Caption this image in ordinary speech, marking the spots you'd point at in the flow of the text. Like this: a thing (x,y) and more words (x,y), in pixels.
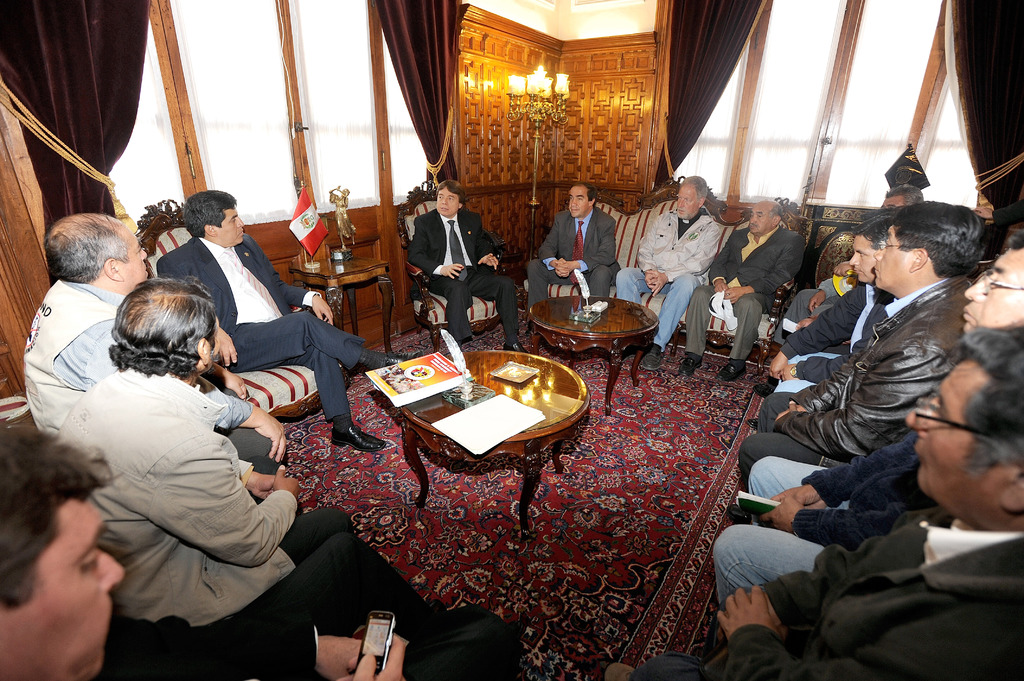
This picture shows a group of people (877,539) seated on the chairs (427,305) and we see a table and on the table (434,441) we see some books (426,384) and few curtains (724,14) to the window (915,94) and a man (310,607) holding a mobile (371,640) in his hand (401,658).
